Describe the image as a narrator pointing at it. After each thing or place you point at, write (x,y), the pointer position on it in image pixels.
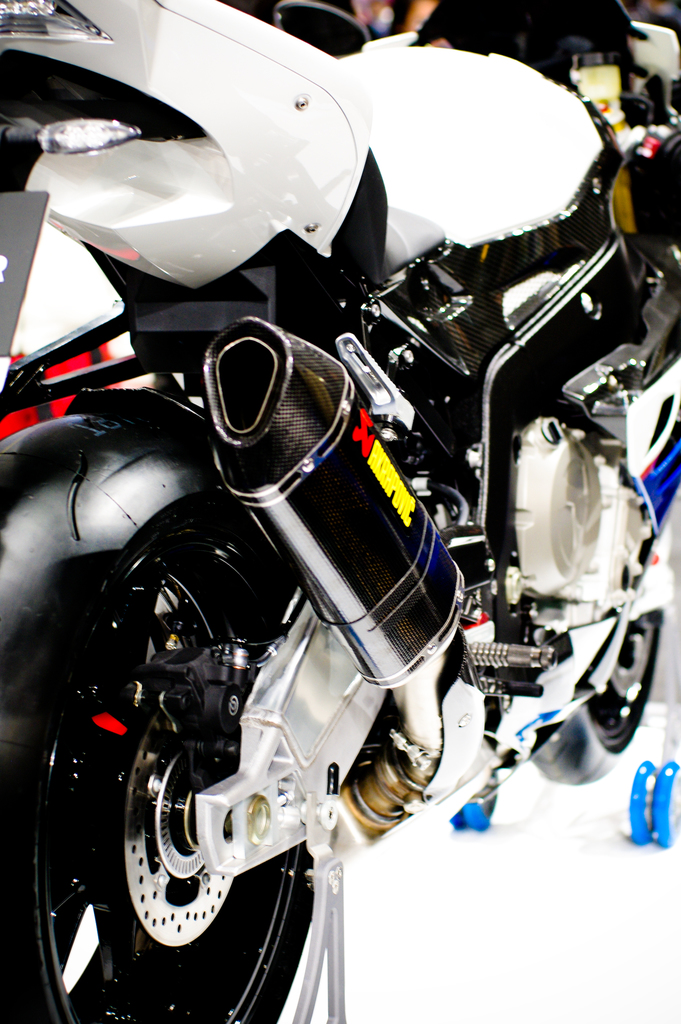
In this picture we can see a motor bicycle (519,465).
